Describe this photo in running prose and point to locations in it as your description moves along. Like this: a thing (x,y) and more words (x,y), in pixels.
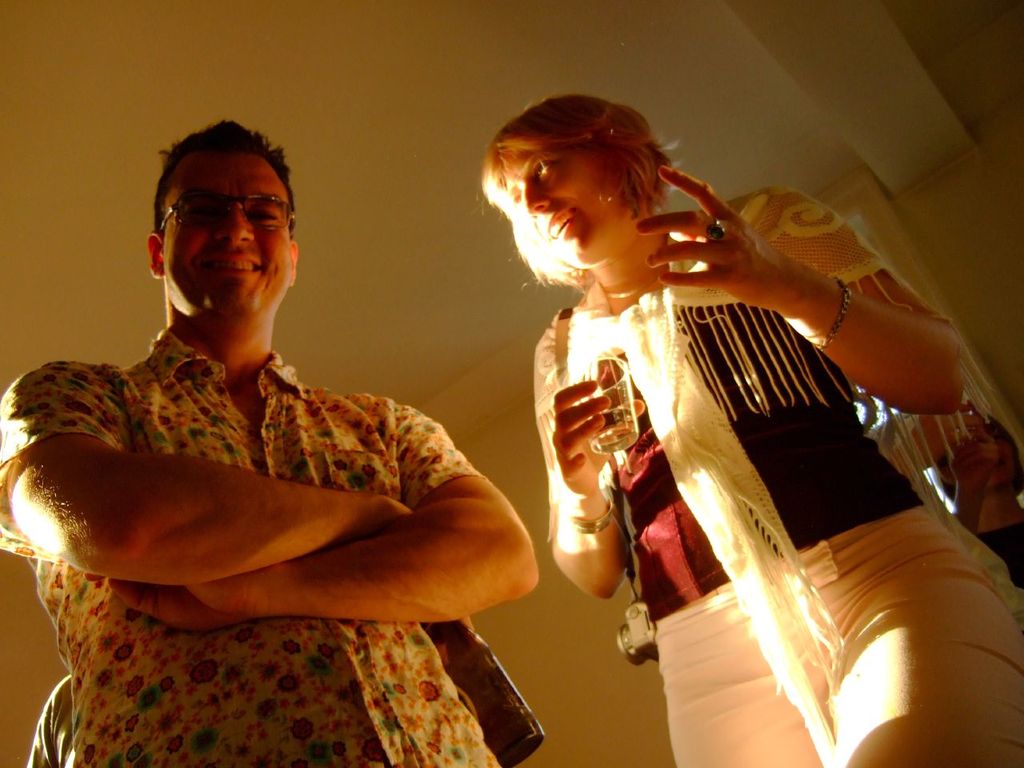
In this image there are two persons (488,529) standing, one is holding a glass (600,436) in her hand (585,391), in the background (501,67) there is wall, at the top (297,99) there is a ceiling (416,144).
